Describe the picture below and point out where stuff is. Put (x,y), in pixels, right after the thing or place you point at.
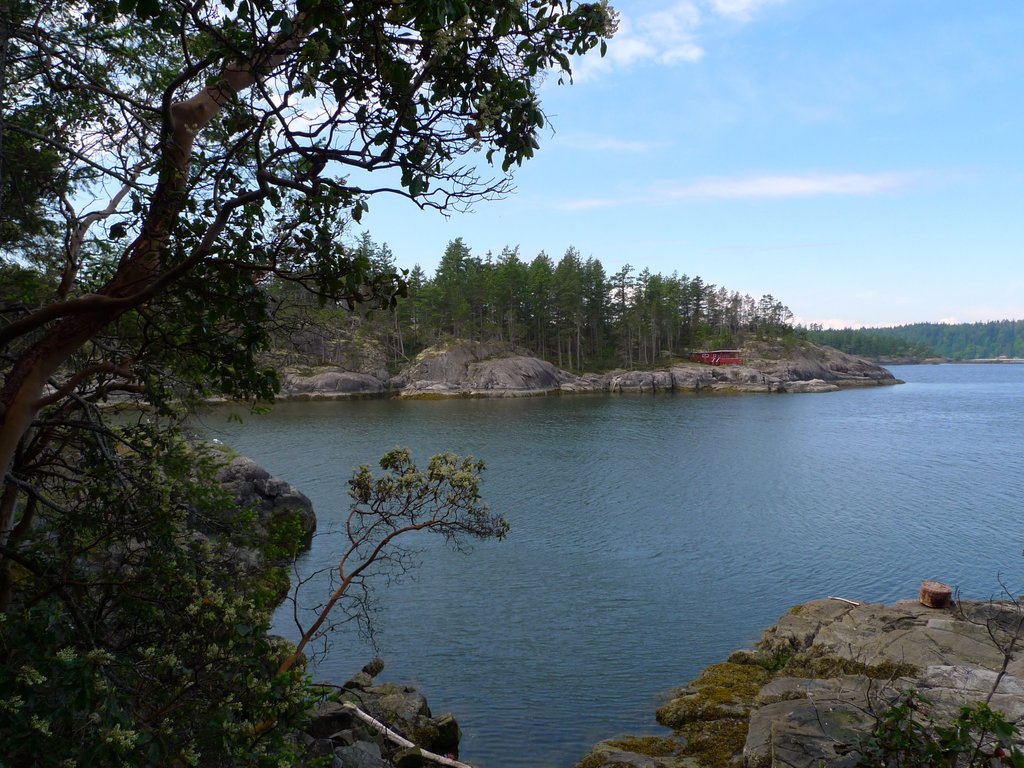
In this image we can see sky (717,141) with clouds (311,97), trees (204,501), rocks (509,354) and a river (727,537).
